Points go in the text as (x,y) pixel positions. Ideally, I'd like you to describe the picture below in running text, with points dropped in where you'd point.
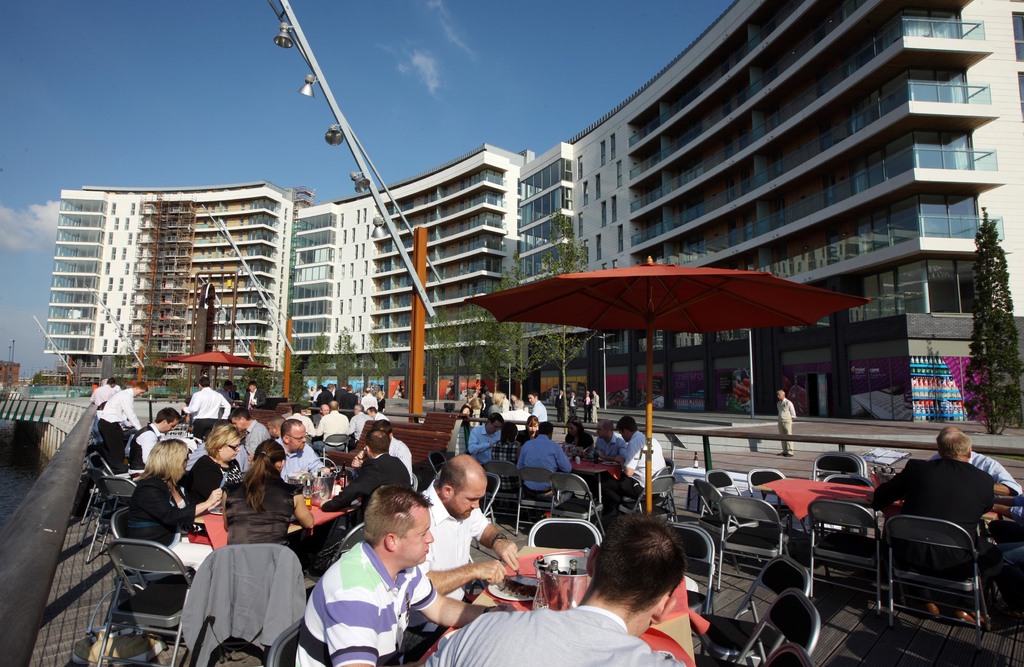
In this picture I can see group of people (318,404) standing, there are group of people (415,500) sitting on the chairs (691,559), there are some objects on the tables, there are lights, umbrellas (480,298), there are buildings (890,16), trees (478,374), and in the background (10,228) there is the sky (248,103).
